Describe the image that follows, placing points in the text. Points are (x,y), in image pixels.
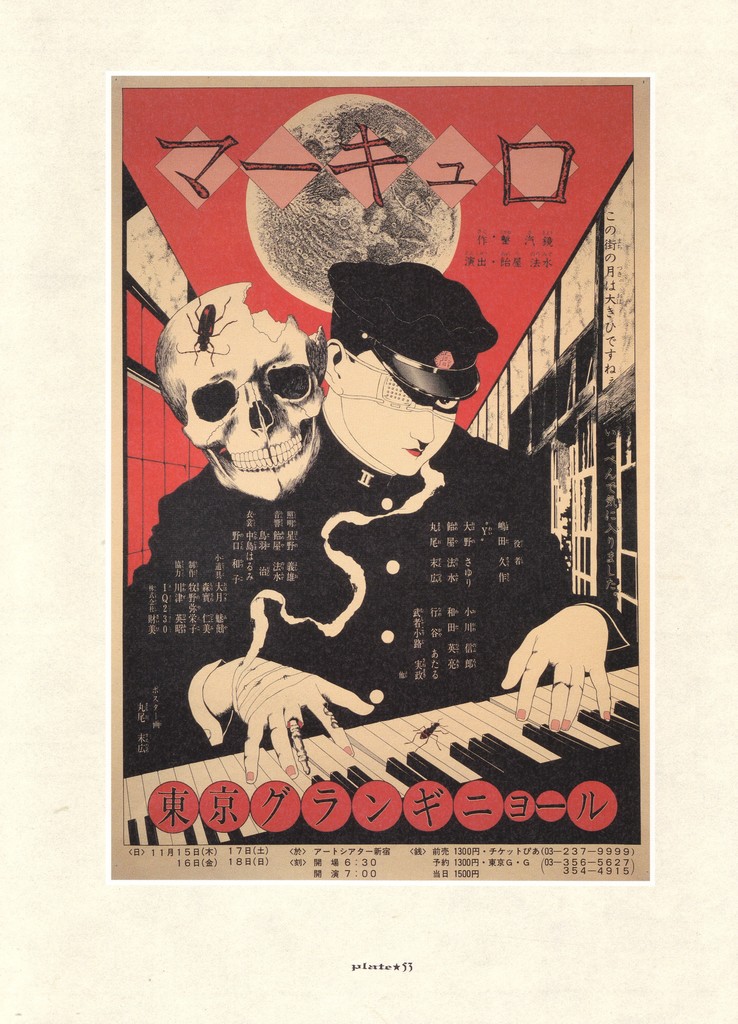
We can see poster (259,391), on this poster (252,488) we can see a person (468,348), skull (224,423) and keyboard (592,705). In the background (573,9) it is cream color.
